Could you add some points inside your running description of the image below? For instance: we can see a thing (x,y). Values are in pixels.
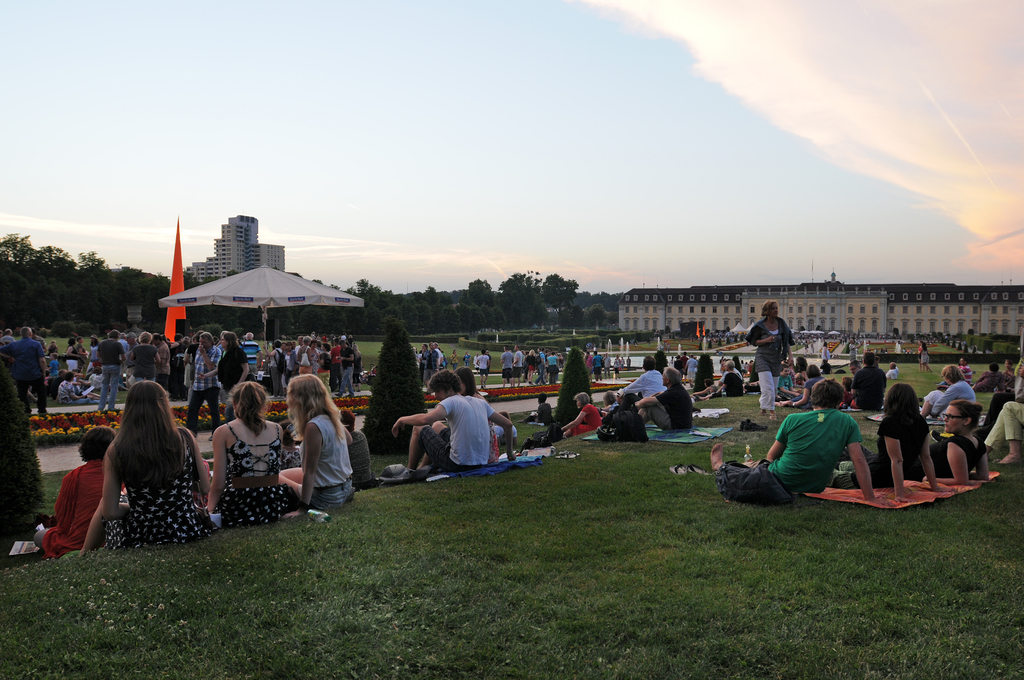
In this image there are many people (158,495) sitting on the ground (568,540). There is grass (489,590) on the ground (420,561). In front of them there is a path (74,452). On the other side of the path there is a table umbrella (272,295) on the ground (368,341). Around the table umbrella (266,356) there are people (237,342) standing. In the background (462,297) there are trees (488,307) and buildings (247,252). At the top (384,142) there is the sky (344,136).
